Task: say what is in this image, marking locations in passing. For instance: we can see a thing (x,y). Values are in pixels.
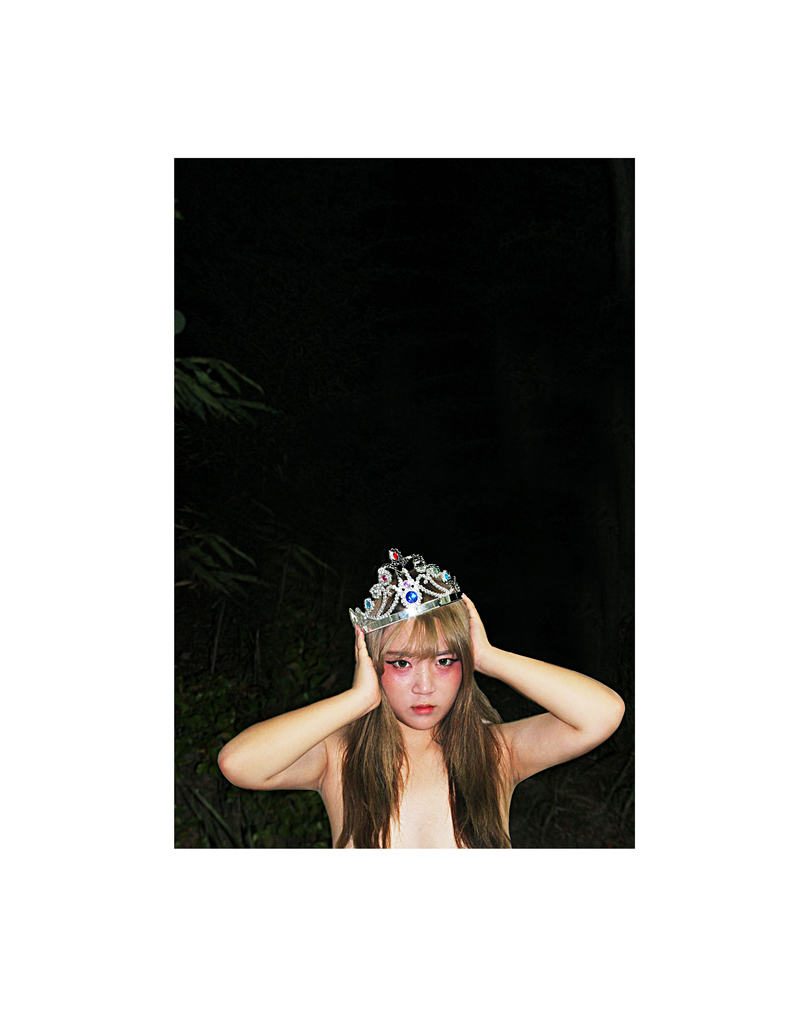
In the image a woman (469,722) is standing. Behind her there are some trees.
